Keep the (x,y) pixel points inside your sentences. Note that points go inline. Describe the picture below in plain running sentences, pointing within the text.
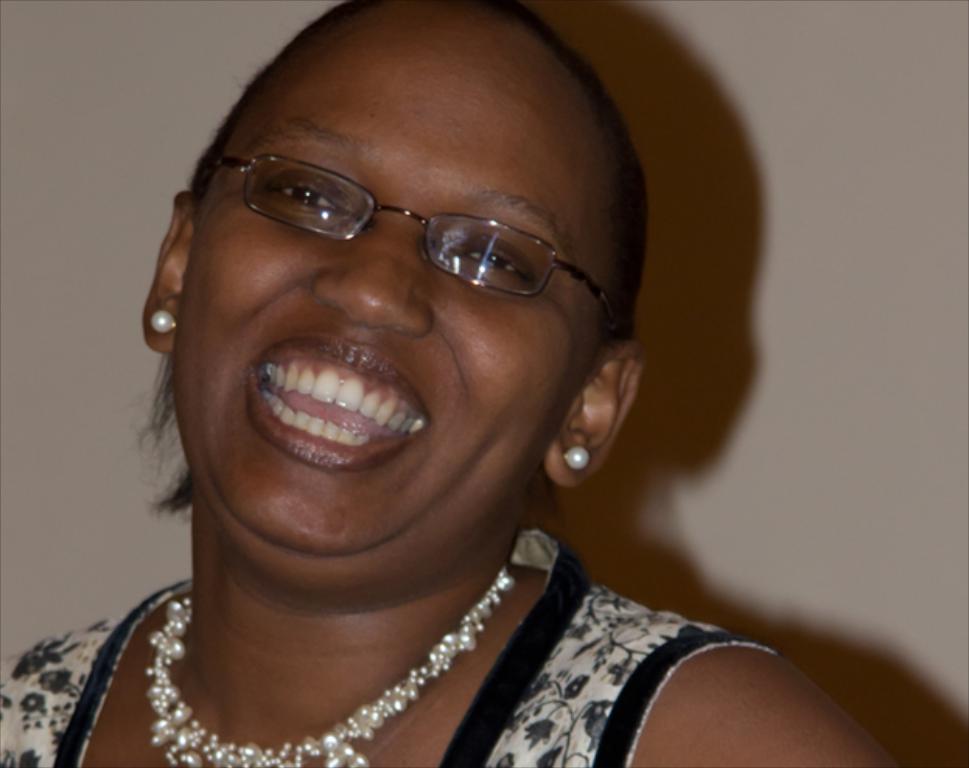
In this image, we can see a woman (419,548) is smiling and wearing glasses (357,234). Background (760,468) there is a wall (793,172).
